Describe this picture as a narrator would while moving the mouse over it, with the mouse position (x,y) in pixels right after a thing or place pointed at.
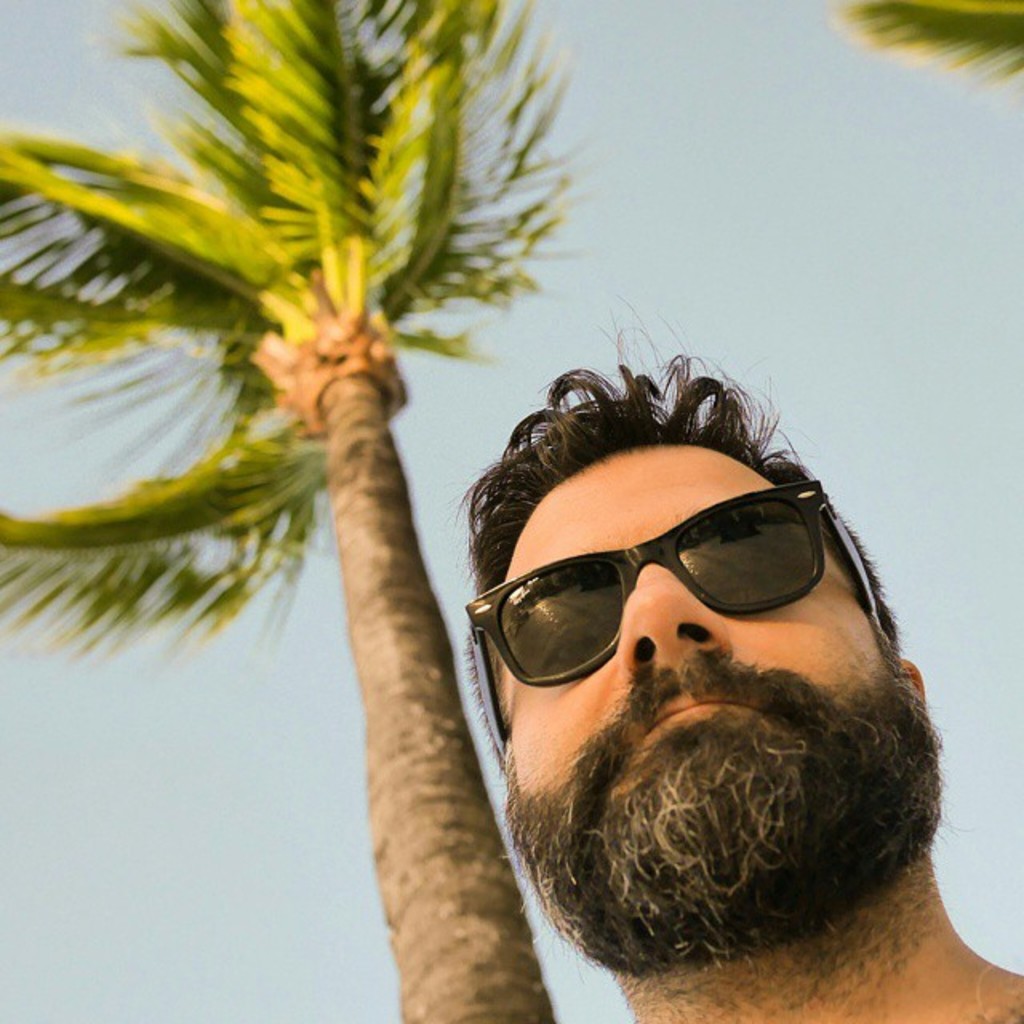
In this image we can see a person (700,728) with black color glasses (751,534). In the background (314,400) there is a tree (314,400) and also sky (790,181).
